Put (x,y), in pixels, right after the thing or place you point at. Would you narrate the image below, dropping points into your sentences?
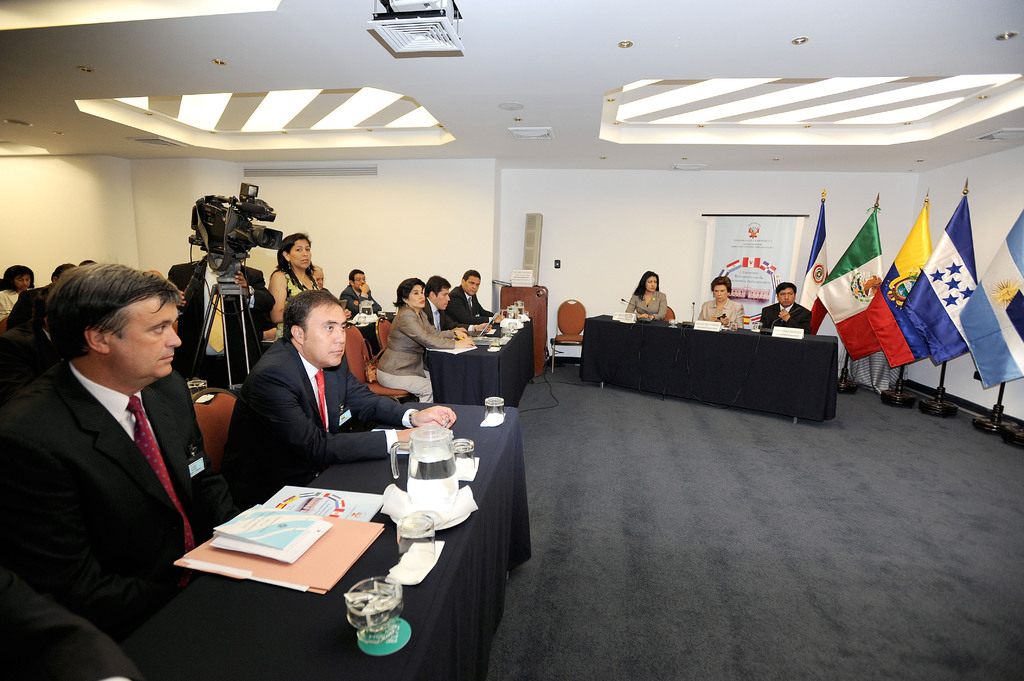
In this image on the left side (156,539) there are some people (232,491) who are sitting and in front of them there are some tables (254,625). On the table (437,594) we could see some books (294,543), glasses (425,549) and some tissue papers (527,319). And on the right side (730,349) there is one table (701,332) and three persons (773,322) are sitting on chairs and also there are some flags (861,309) and poles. In the center (577,323) there are some boards (763,248) and one chair (578,309), on the top (394,92) there is ceiling (350,92) and some lights (774,101).
